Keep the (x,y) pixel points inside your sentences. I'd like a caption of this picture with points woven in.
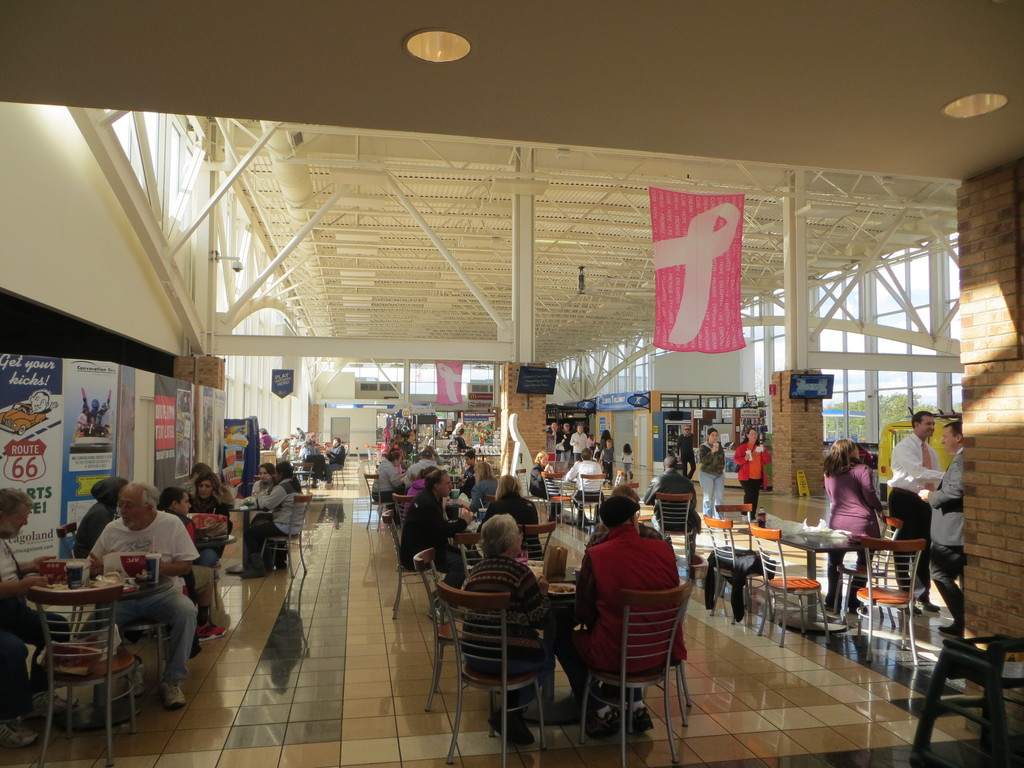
There are few people (647,575) here sitting on the chair (664,605) at the table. On the table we can see food items (58,561). On the right (763,470) there are few people (756,466) standing. In the background (780,448) we can see poles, door (347,437), TV (536,386), window (861,405). Through window (856,418) we can see trees (888,410). Here in the middle (670,300) there is a banner (671,251) hanging.
